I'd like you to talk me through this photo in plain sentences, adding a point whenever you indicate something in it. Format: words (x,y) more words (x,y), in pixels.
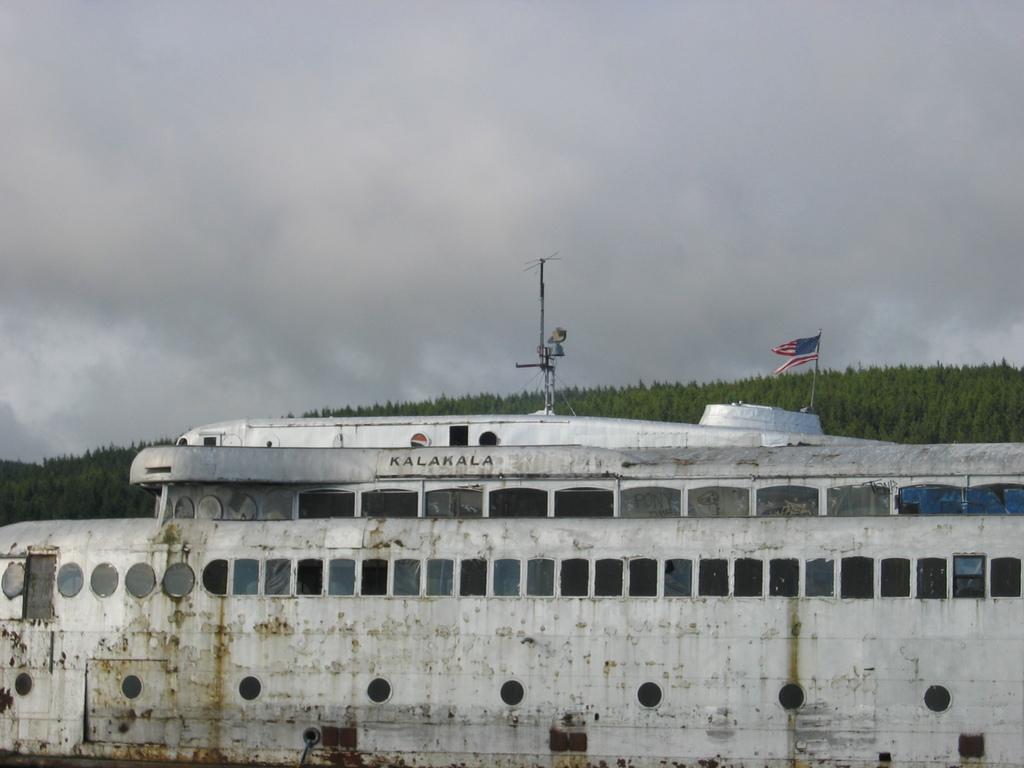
In this image I can see the ship (340,648) which is in white color. I can see the pole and flag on the ship (463,484). In the background (647,403) I can see many trees (1016,398) and the cloudy sky (433,263).
